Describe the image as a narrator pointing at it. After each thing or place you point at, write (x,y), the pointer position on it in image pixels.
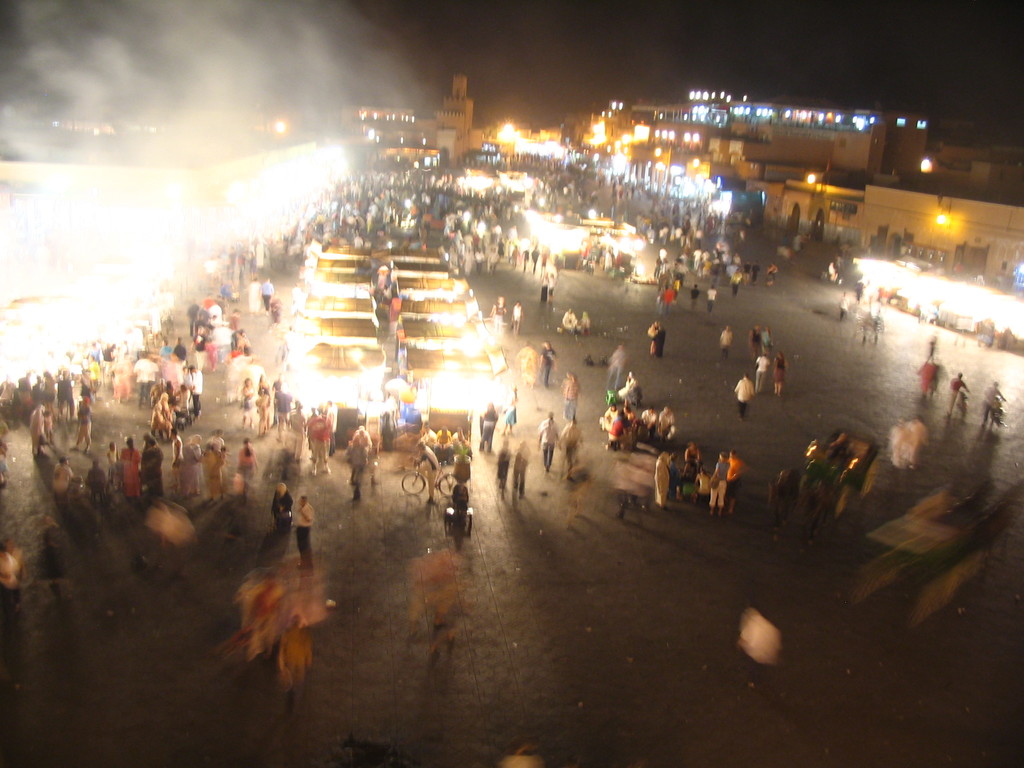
Here we can see people (460,218), buildings (856,149) and lights (470,172).
